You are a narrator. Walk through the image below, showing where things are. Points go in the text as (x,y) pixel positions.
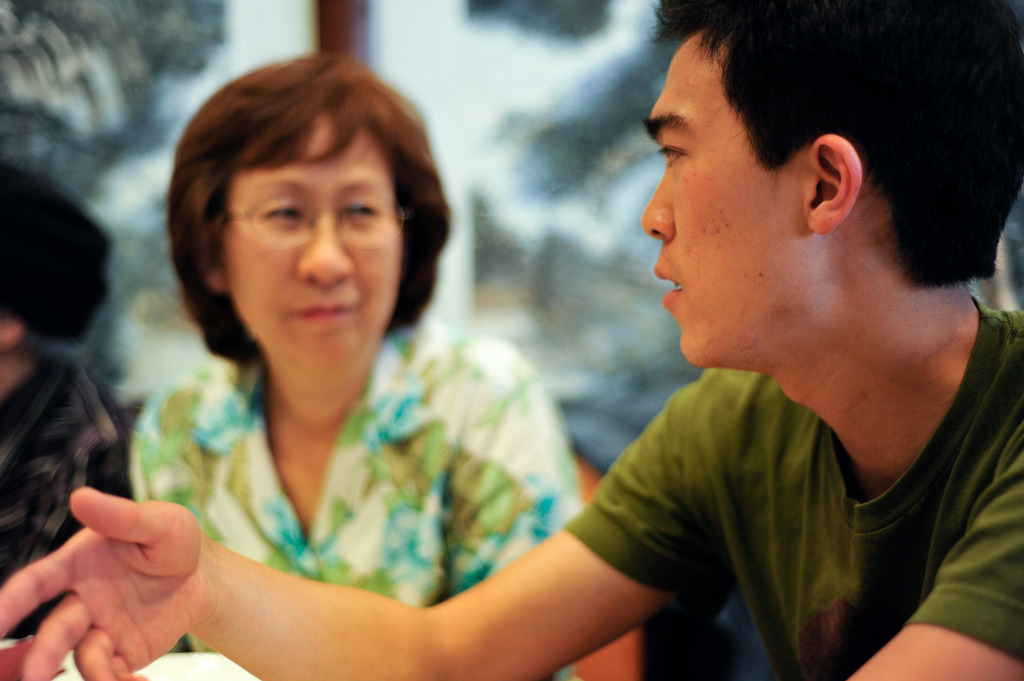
In this picture we can see a man (754,526) talking and a woman (320,90) wore a spectacle (240,211) and in the background (119,24) it is blur.
